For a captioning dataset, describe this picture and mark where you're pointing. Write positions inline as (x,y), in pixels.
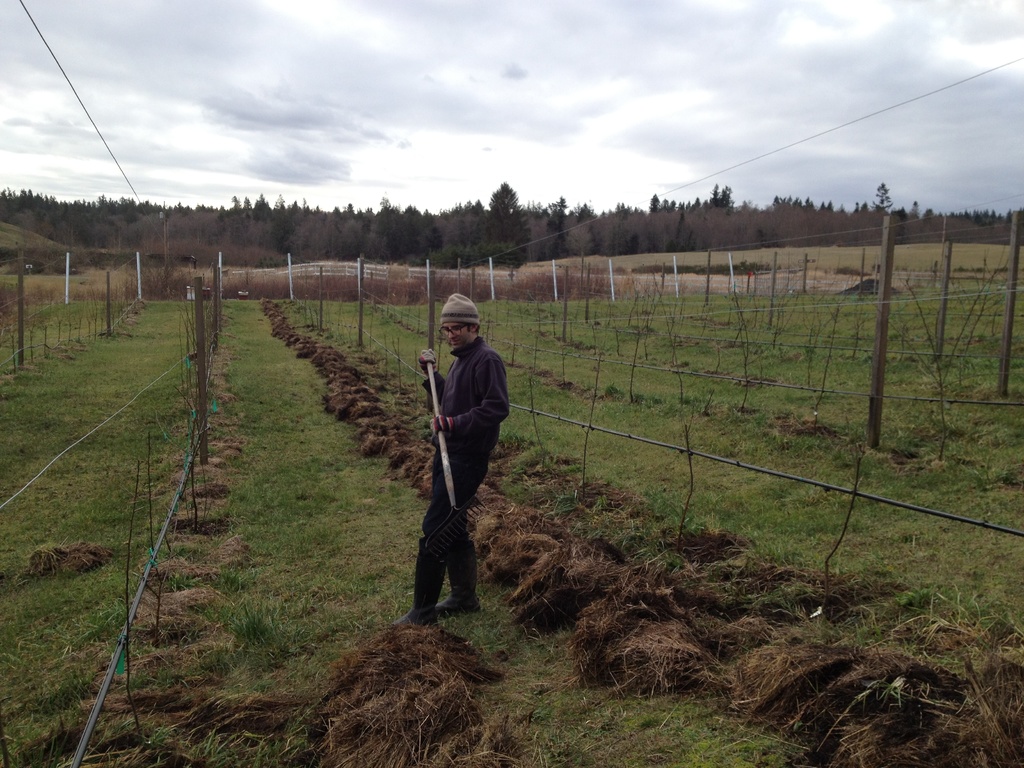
In this picture, we see the man (485,407) is standing. He is holding the rake (445,521) in his hands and he is even wearing the spectacles (449,327) and a cap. In front of him, we see the fence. Behind him, we see the fence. There are trees (541,235) in the background (537,239). At the top (391,158), we see the sky (445,123) and the wires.
